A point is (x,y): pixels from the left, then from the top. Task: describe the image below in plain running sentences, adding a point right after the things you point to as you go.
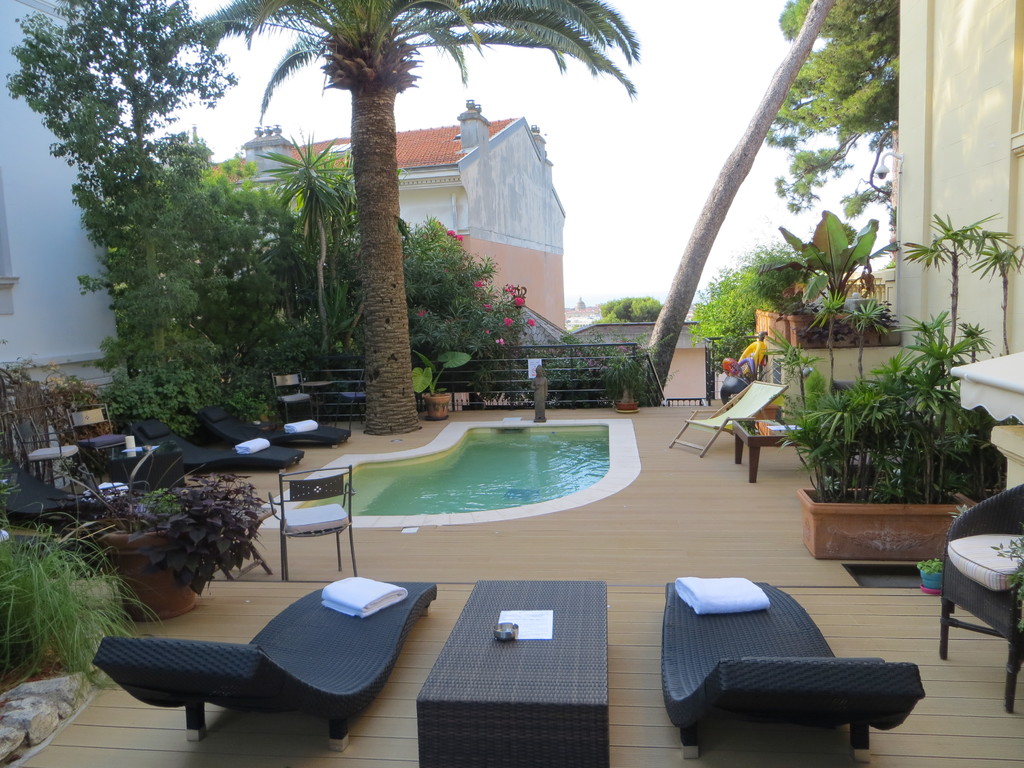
In this image, we can see a small swimming pool (475,521), there are some green color plants (437,280) and trees (292,265), at the top (549,72) there is a sky (672,60).
